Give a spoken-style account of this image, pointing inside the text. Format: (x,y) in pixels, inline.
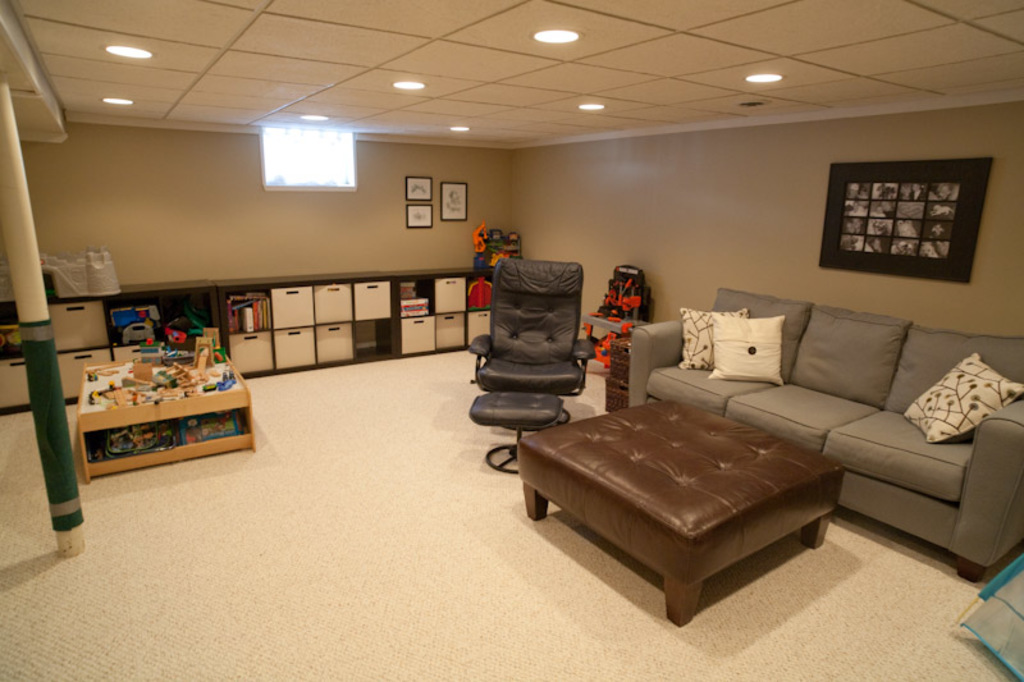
In this image I can see there is a sofa (799,387), a chair (563,364), table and some other objects (145,374) on the floor (310,546).
